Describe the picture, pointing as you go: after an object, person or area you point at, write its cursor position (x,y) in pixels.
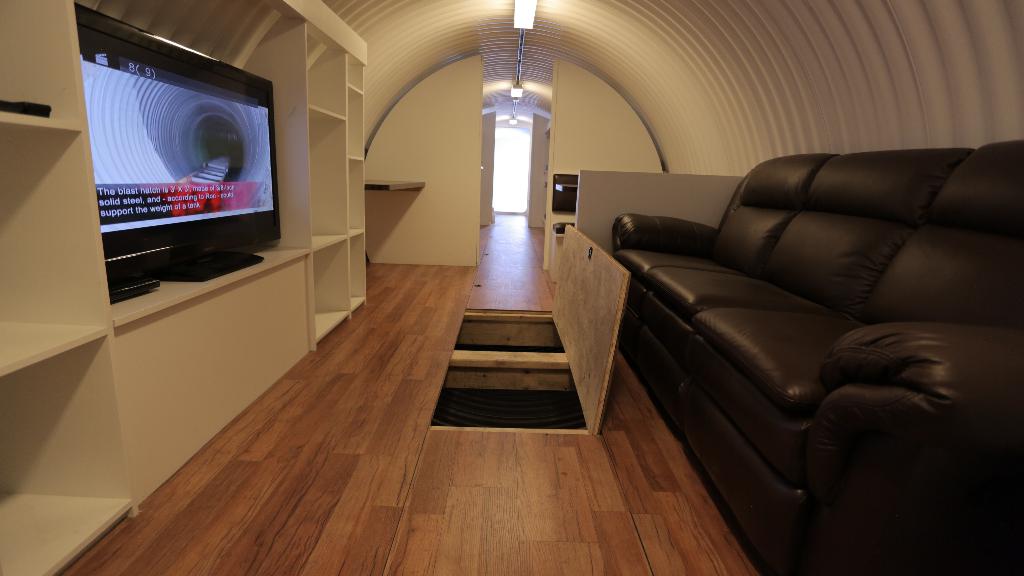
The photo is taken inside a room (550,465). On the right (808,284) there is a sofa (927,327). On the left (117,252) on a cabinet (139,336) there is a tv (196,98). On the floor (425,337) there is a box like structure (533,354).
